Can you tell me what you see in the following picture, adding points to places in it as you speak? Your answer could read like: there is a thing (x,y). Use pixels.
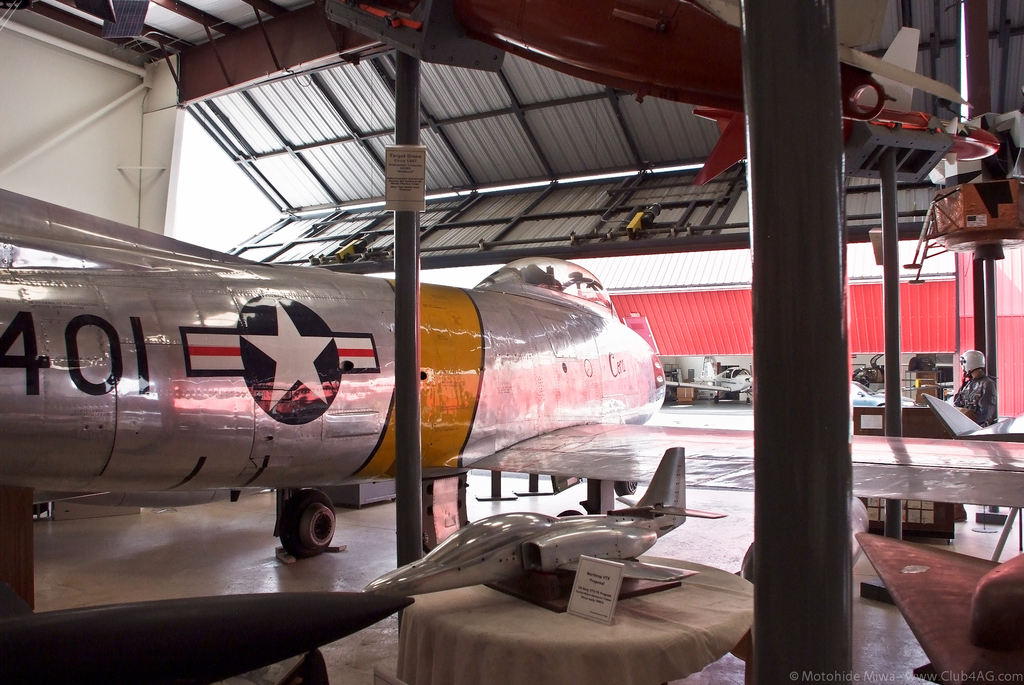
In the left side (56,261) there is an aeroplane (350,355) under the shed (71,65), which is in shining color.
